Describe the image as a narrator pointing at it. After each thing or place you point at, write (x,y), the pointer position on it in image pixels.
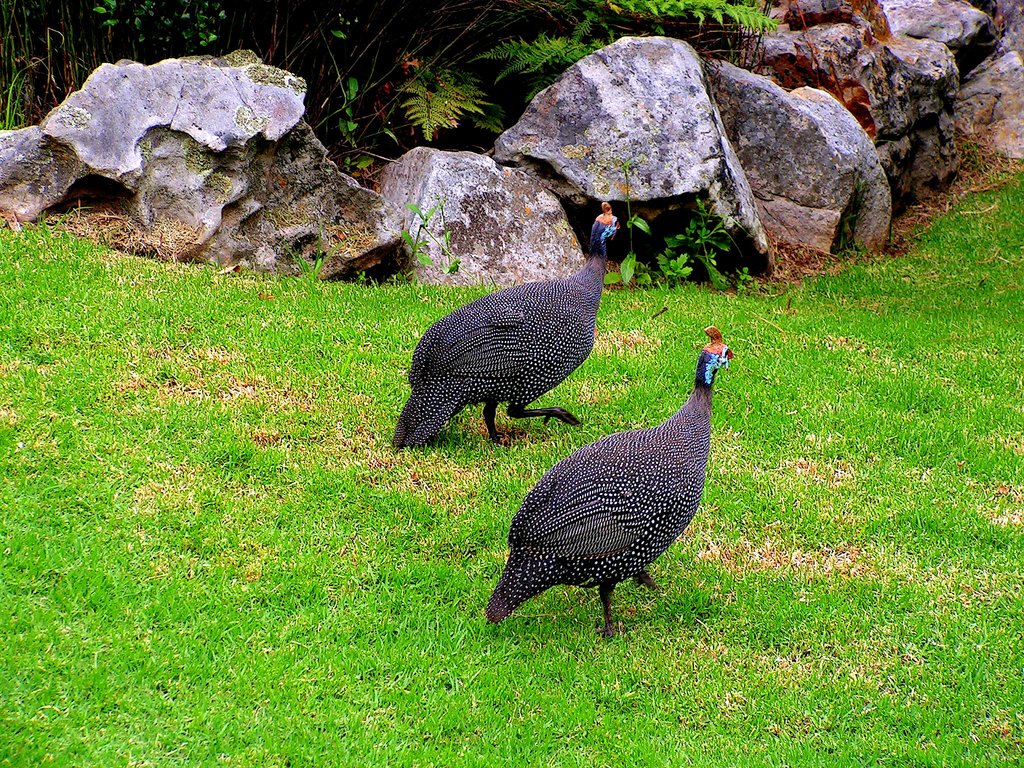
In this image, we can see some birds (561,570) on the ground (467,535) which is covered with grass (803,500). We can also see some stone (769,92) and plants (599,48).
